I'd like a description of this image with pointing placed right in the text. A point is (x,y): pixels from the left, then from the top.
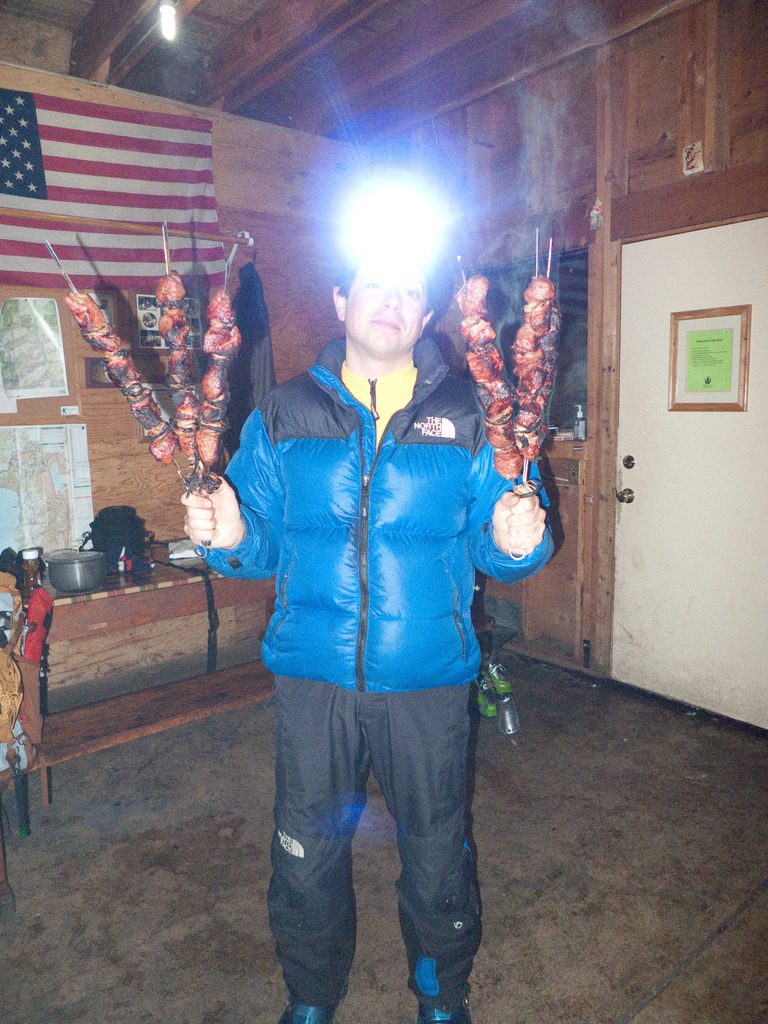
In this image I can see a person (319,597) wearing jacket (340,496) which is blue and black in color and black colored pant (410,768) is standing and holding few kebab sticks (206,473) in his hand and I can see a torch light (371,258) on his head (416,288). In the background (89,130) I can see a flag (145,148) attached to the wall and few maps (27,378) attached to the wall (71,418) and a table (163,569) on which I can see a bowl (77,576), a bag (112,560) and few other objects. To the right side of the image (751,442) I can see a white colored door (703,461) and a photo frame (694,391) attached to it.
